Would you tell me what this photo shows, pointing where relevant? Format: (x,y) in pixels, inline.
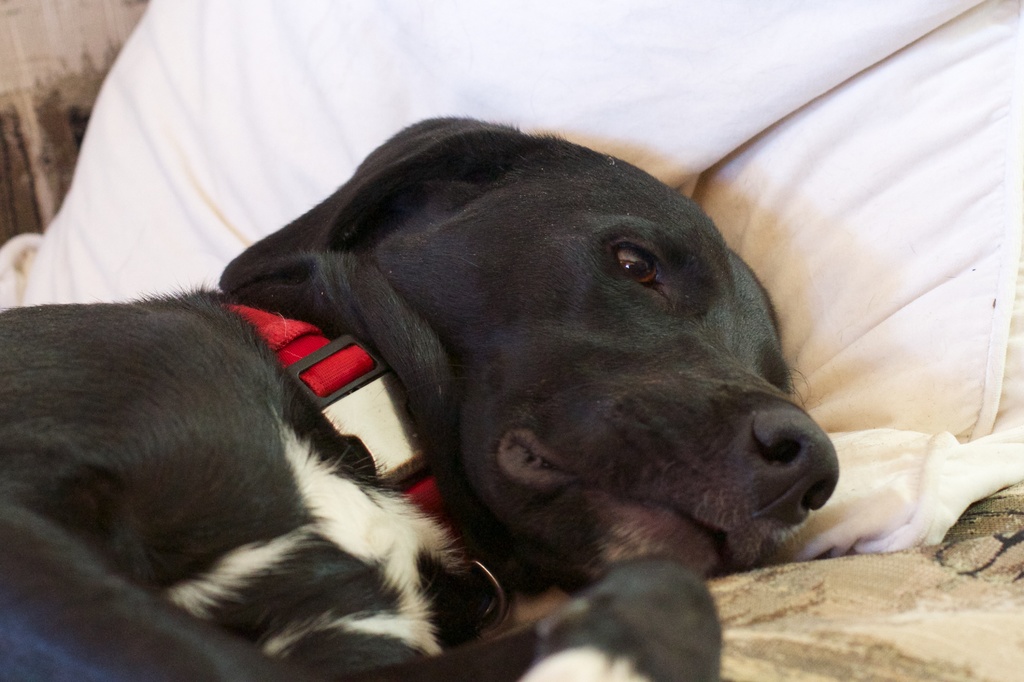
In the foreground of this image (436,567), there is a black dog (599,402) lying on a bed (911,562) and on the top (448,74), there is a white pillow (389,90) and there is a red belt (344,361) to its neck (470,518).
